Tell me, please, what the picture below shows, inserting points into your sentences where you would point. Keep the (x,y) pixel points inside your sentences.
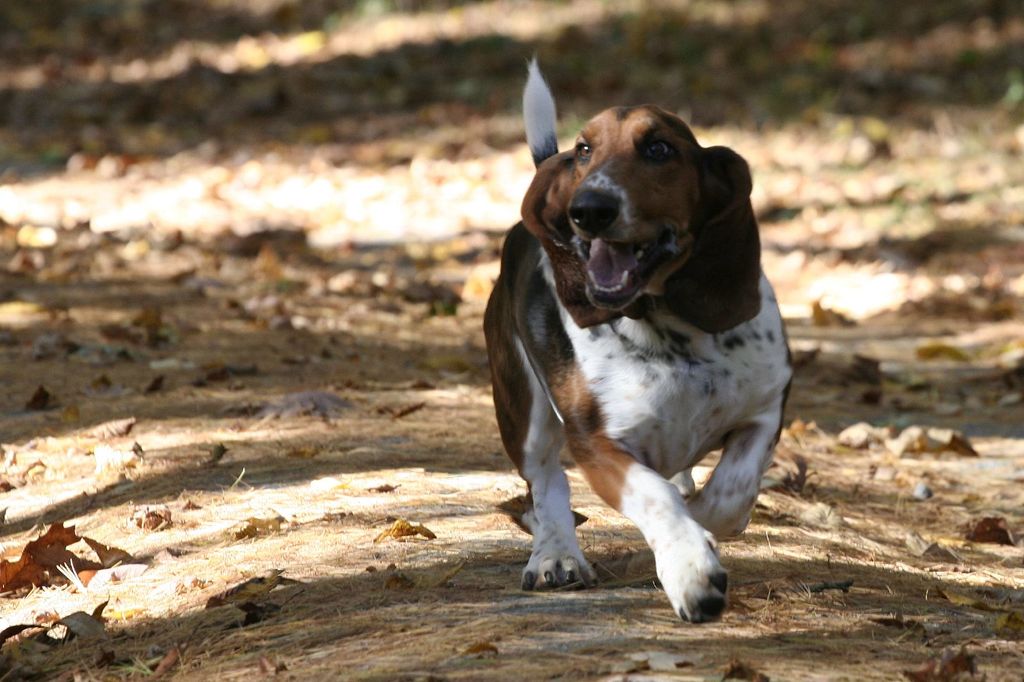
In this image, we can see a dog (554,487). We can see the ground (131,530) covered with some dried leaves (82,560).
